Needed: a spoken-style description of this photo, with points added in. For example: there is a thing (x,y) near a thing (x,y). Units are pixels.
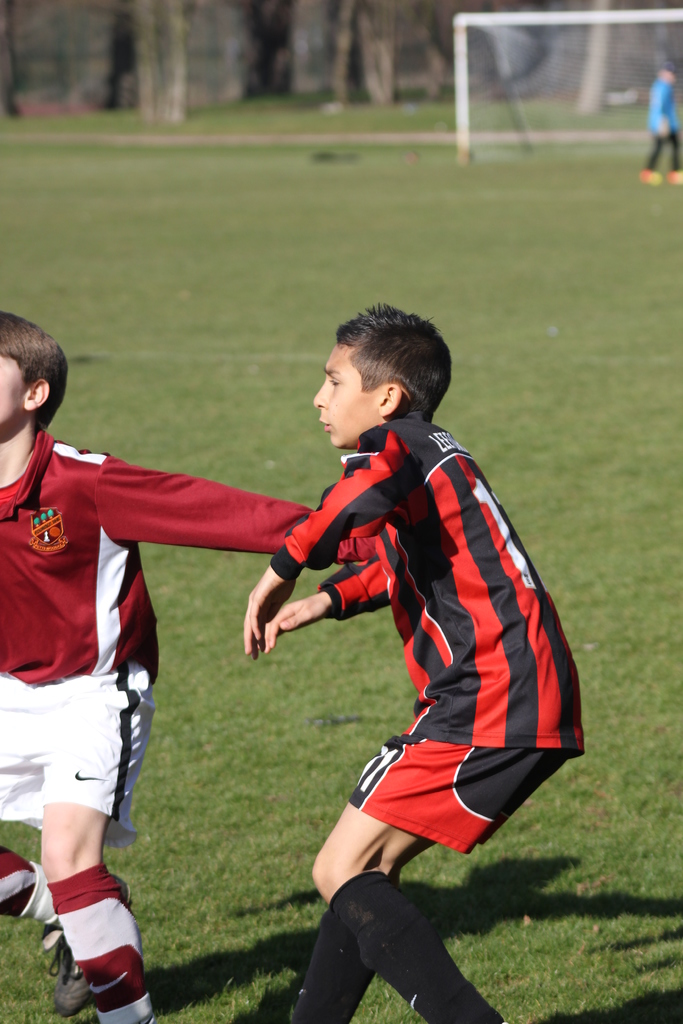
In this image we can see people (468,740) playing a game. In the background (513,100) there is a net (497,126), grass (209,150) and trees (268,45).
